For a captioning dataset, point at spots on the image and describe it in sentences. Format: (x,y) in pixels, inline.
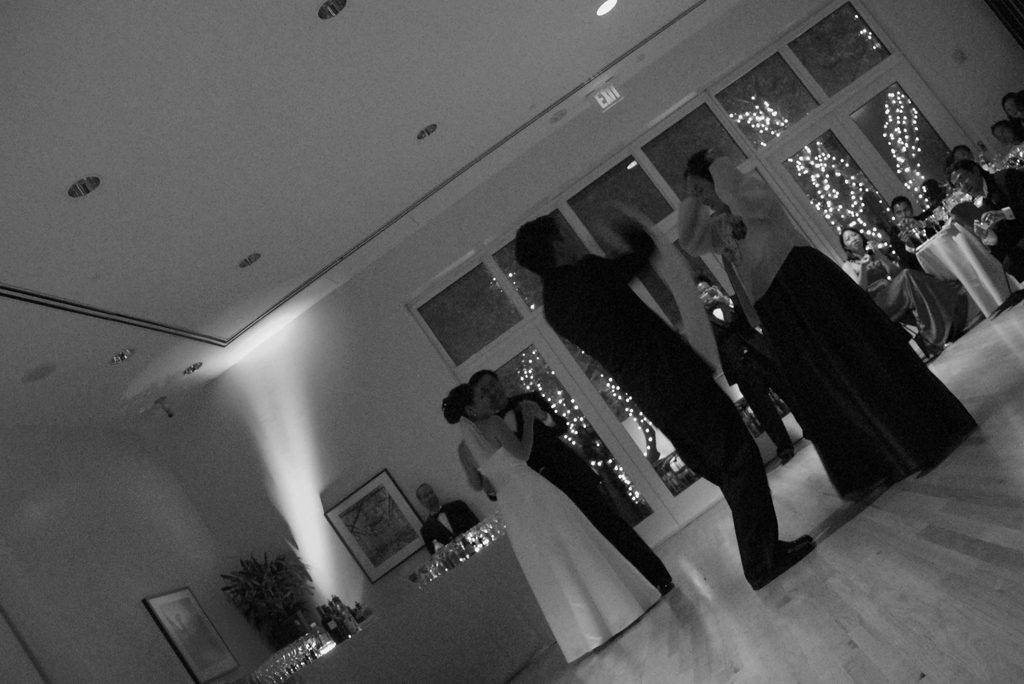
In this image I can see few persons (561,493) standing on the floor (686,532). There are two photo frames (378,579) on the wall (226,547). In the background (535,377) I can see the door (798,196). There are few people (897,245) sitting on the chairs (909,257). At the top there are lights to the ceiling (238,271).
